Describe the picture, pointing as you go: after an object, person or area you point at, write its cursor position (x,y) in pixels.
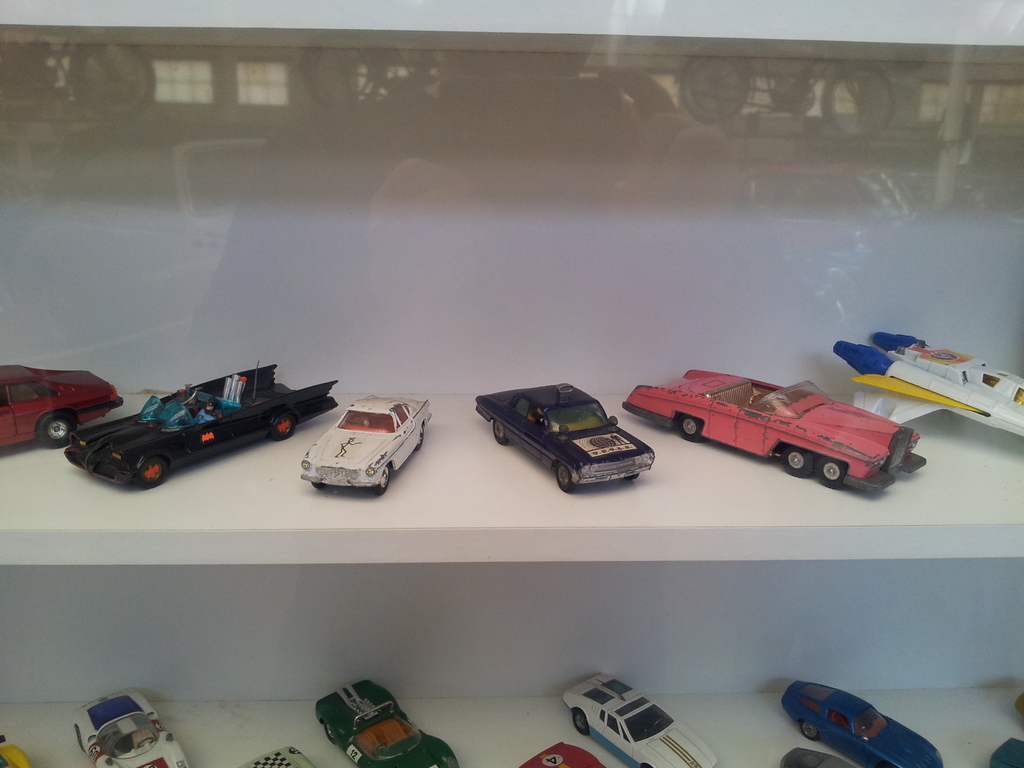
In this picture I can see toy vehicles (404,740) in a shelf (699,358), and there is a reflection (792,73) of bicycles (848,67) and a person (470,90).
